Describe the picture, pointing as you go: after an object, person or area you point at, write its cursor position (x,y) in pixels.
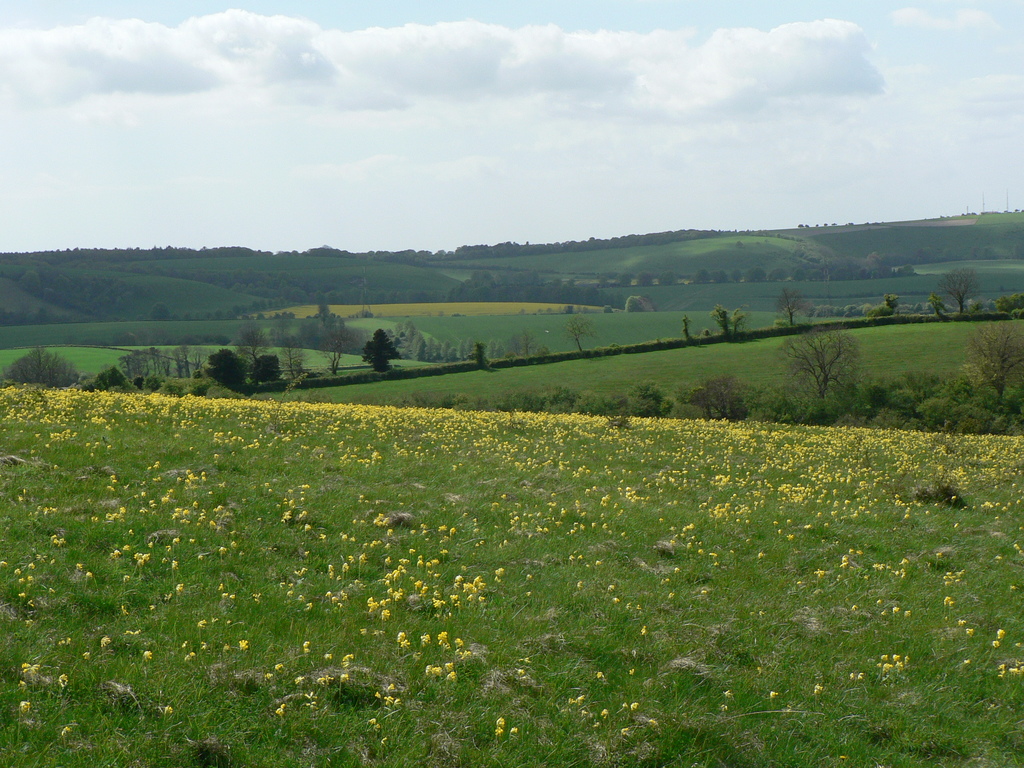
In this picture we can see a few yellow flowers (213,401), grass (549,533) and stones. There are a few trees (33,367) and some greenery (106,287) is visible in the background (196,335). Sky (343,127) is cloudy.
